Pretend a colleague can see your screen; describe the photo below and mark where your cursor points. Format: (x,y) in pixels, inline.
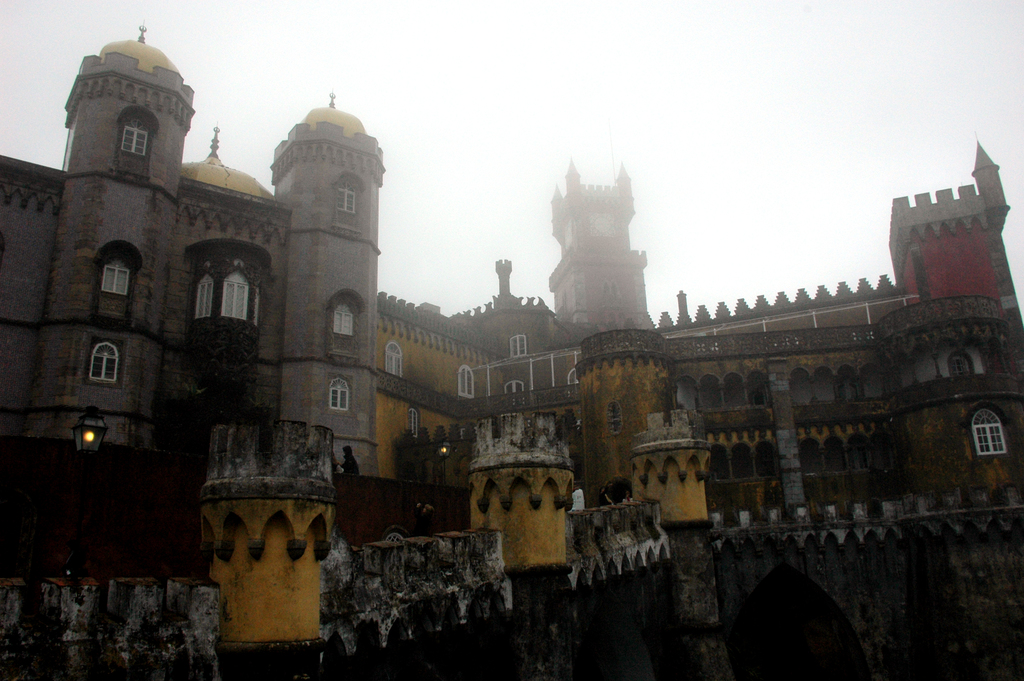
This is a picture of a Pena national palace (387,358), where there are lights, poles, group of people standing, sky (746,39).
